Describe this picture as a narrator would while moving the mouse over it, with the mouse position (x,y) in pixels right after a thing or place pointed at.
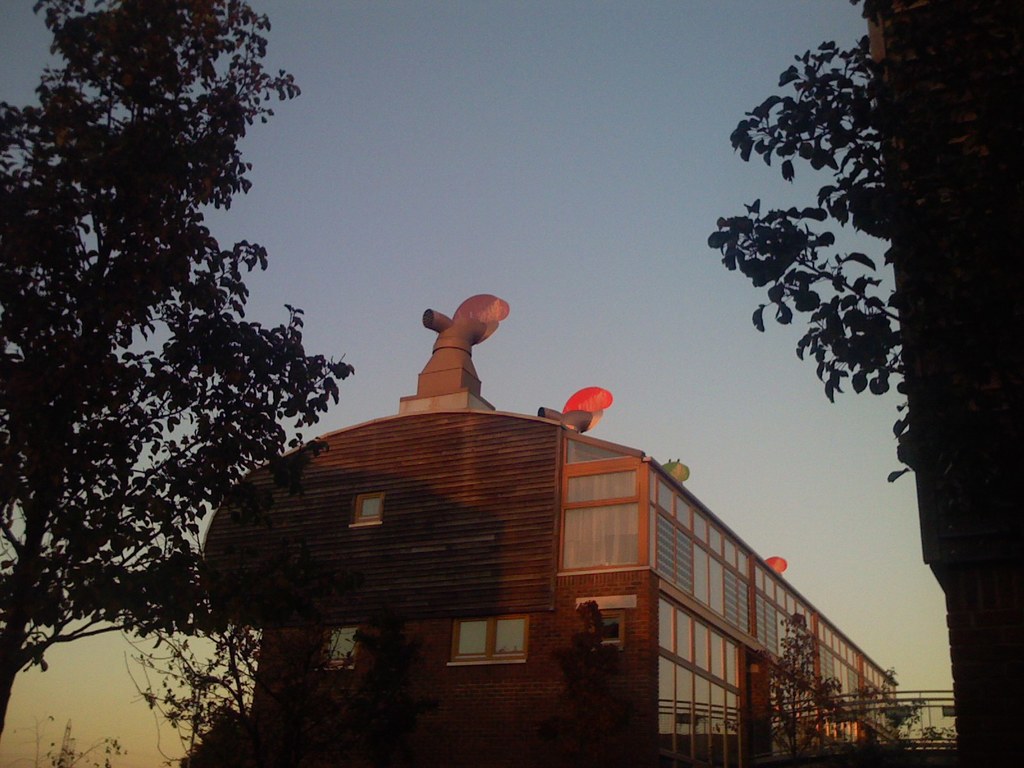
In this image I can see in the middle (388,454) there is a building (391,605), there are trees (780,703) on either side. At the top (554,160) it is the sky (548,169).
